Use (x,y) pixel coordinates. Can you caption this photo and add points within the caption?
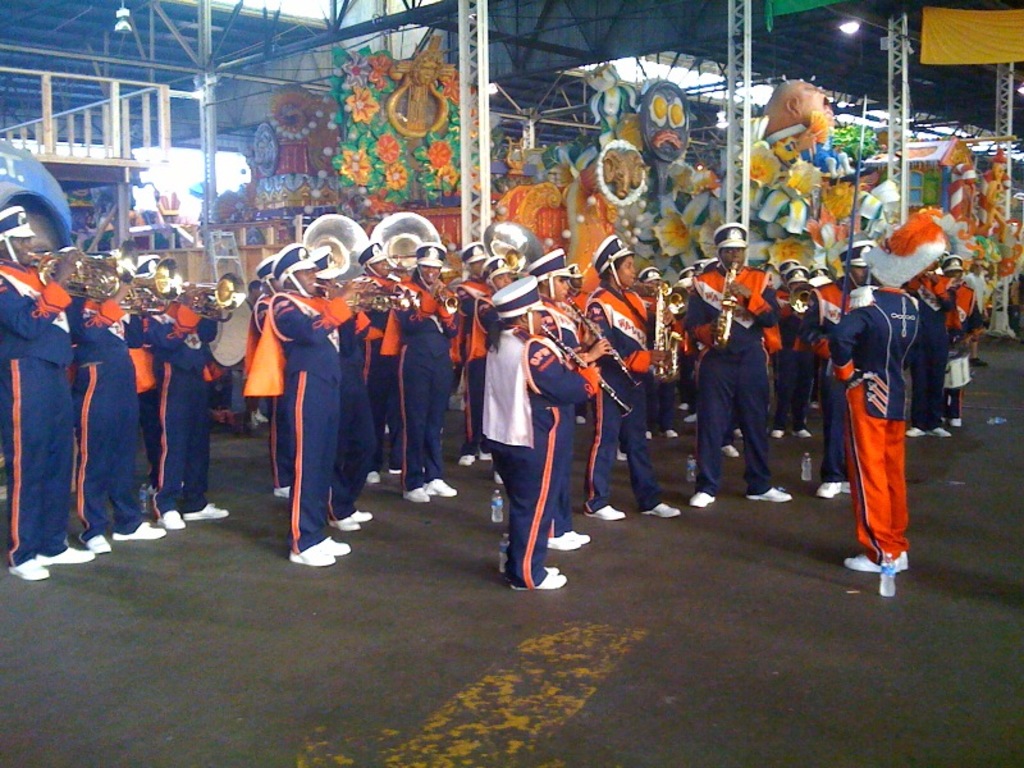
In this image we can see a few people (440,310) standing and playing the musical instruments (352,304), there are some pillars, lights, metal rods (509,49) and some other objects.
